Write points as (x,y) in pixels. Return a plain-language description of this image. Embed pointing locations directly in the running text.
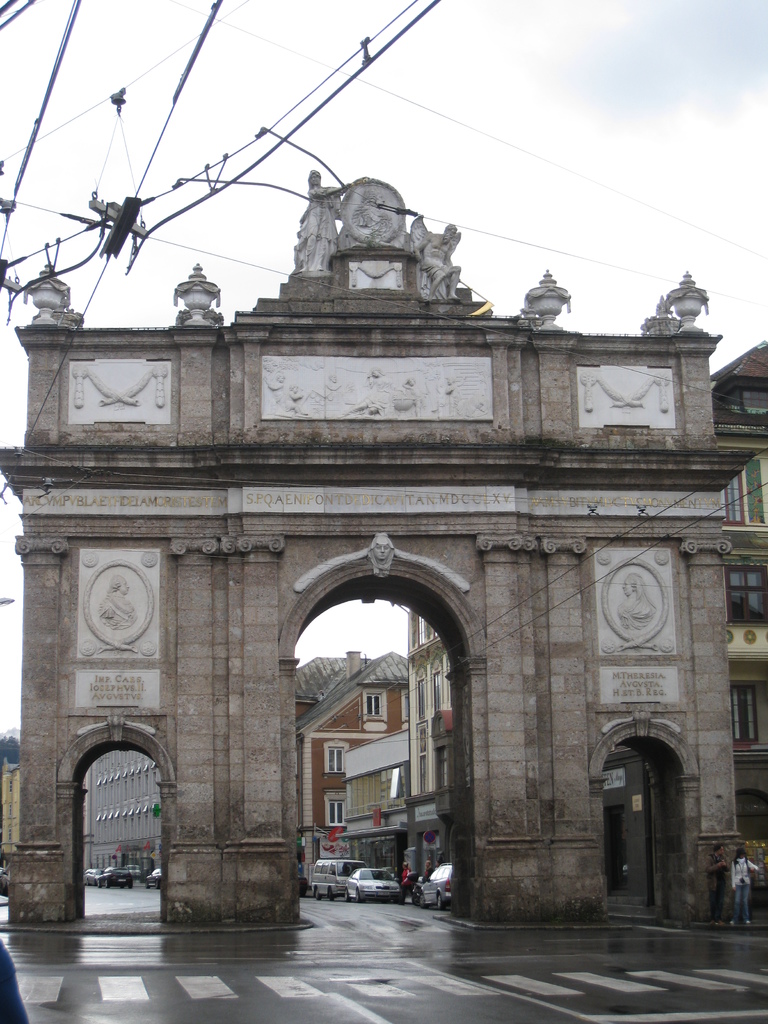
This picture is clicked outside. In the foreground (185,968) we can see a zebra crossing (398,996) and a person (716,863) standing on the ground (355,906). In the center (352,367) there is a building (643,520) and the sculptures (339,205) and we can see the vehicles (352,881) parked on the ground (643,952). In the background (369,625) there is a sky (376,646) and the buildings (328,709). At the top (74,337) we can see the cables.
